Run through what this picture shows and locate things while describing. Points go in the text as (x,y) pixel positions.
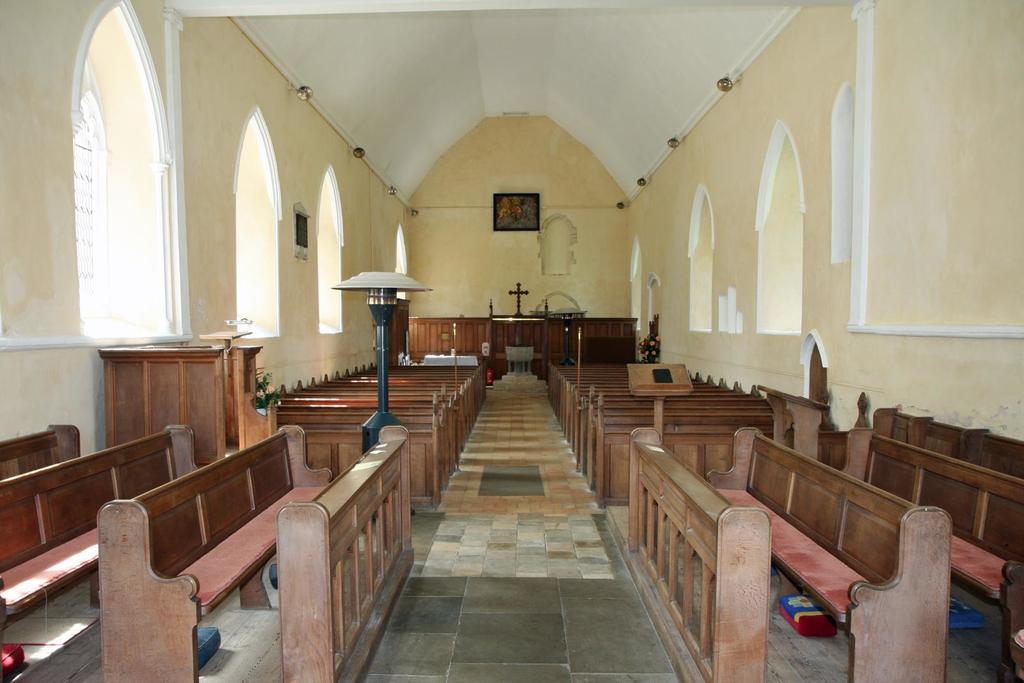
This picture is clicked inside. On the right (855,499) and on the left (311,549) we can see the wooden benches (604,428) and there is a lamp (390,279) attached to the pole (377,334) and we can see the wooden cabinet (217,374). In the background (509,209) we can see a picture frame (522,211) hanging on the wall (598,181) and we can see the windows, roof (471,103) and some other items (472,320).
